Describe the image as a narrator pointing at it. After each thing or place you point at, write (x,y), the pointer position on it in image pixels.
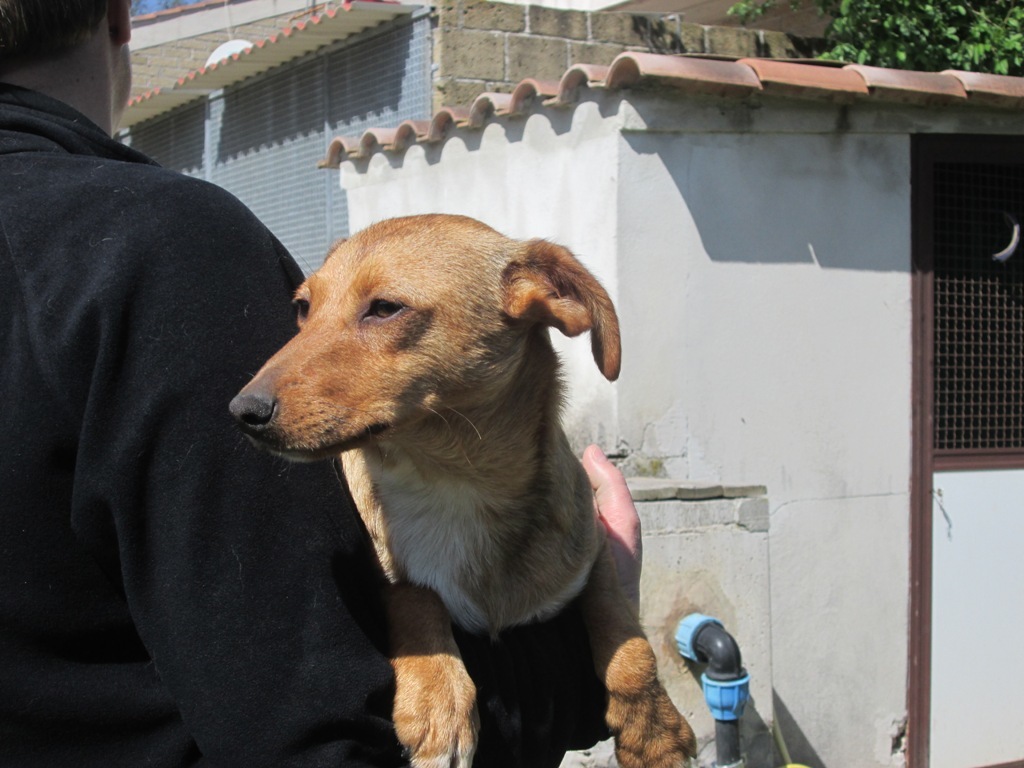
As we can see in the image there are houses (584,156), dog (388,276), water pipe (706,645), tree (956,42), fence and a man (157,521) wearing black color dress (146,332). Here there is a mesh fence (226,133).
